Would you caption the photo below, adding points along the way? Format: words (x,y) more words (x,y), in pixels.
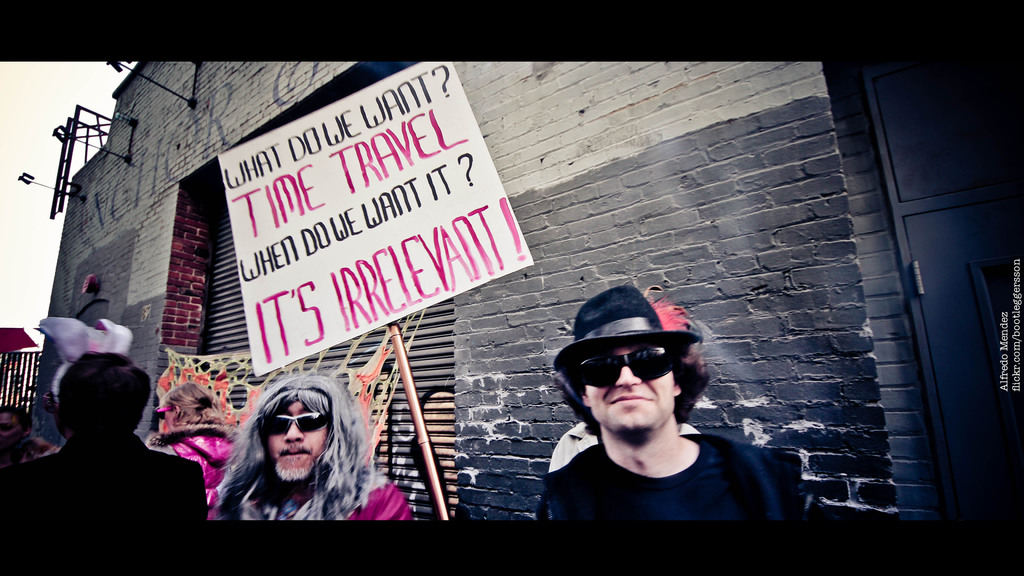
In this picture we can observe some people (340,476) standing. There is a white color board (360,277) fixed to the stick (438,499). There is some text (282,208) on the board (338,191). In the background (595,247) there is a wall (131,166) and sky (41,146).
